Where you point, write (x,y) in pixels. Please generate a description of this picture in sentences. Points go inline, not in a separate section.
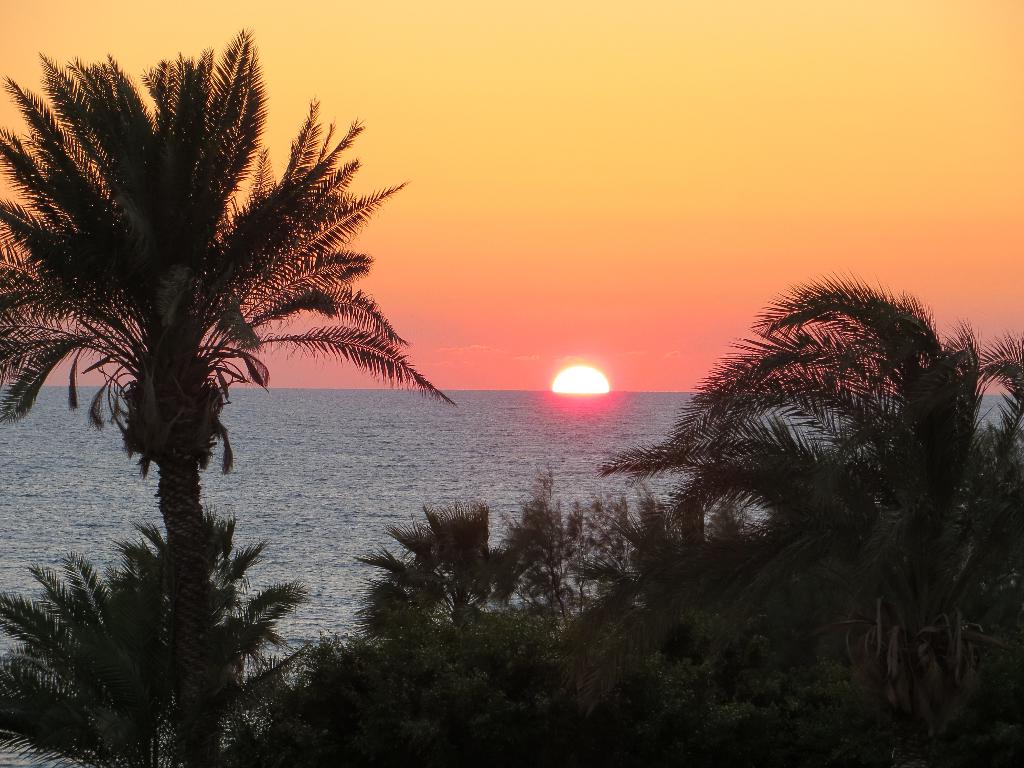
This image is taken during the sunset. In this image there are trees (377,641) at the bottom (461,617). In the middle (415,442) there is water (464,427). At the top (663,177) there is the sky (639,180) and the sun (575,376).
